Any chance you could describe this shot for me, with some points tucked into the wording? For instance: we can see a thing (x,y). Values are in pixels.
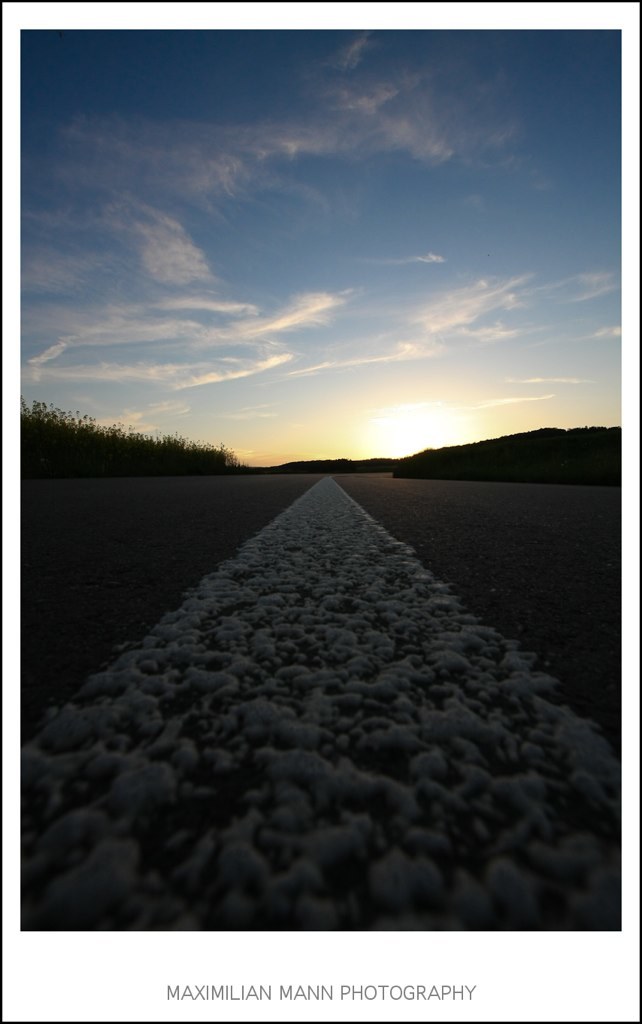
In this image we can see the road (133,586), trees (186,447), hills (511,465), sun (411,405) and sky (377,336) with clouds (304,294) in the background (369,298). Here we can see some edited text (384,999).
